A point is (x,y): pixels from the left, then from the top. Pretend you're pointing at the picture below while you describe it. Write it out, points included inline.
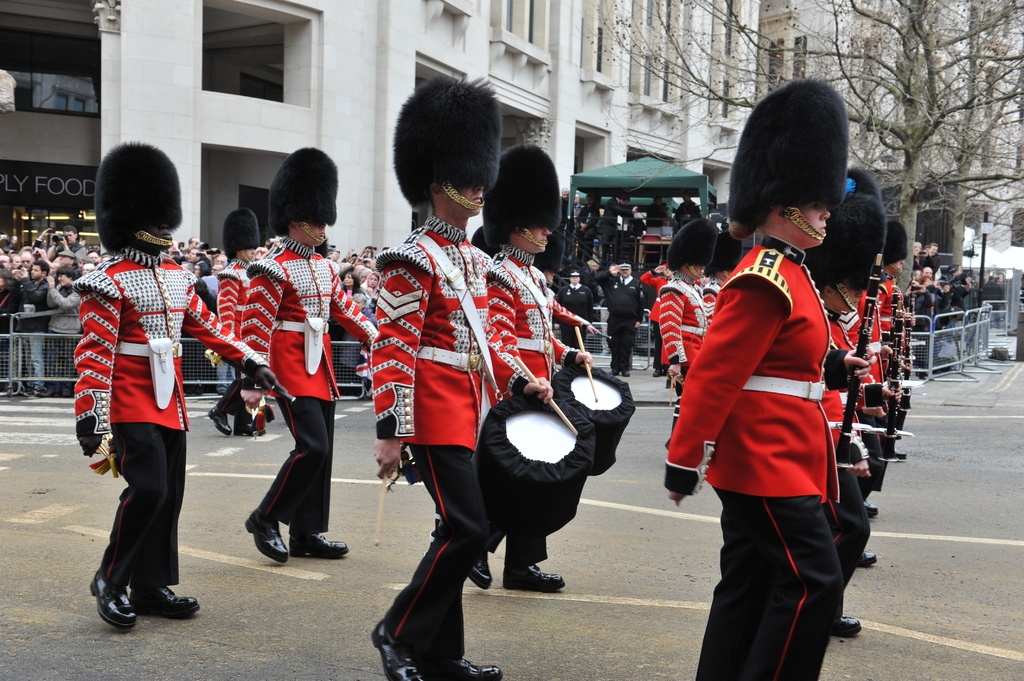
In this image at front (793,465) there are people (432,257) standing on the road (588,636) by wearing the drums (495,447). Behind them we can see metal fence (26,340) and people (21,263) are standing by holding the metal fence (72,340). At the background (965,100) there are trees (928,86) and buildings (336,53).
